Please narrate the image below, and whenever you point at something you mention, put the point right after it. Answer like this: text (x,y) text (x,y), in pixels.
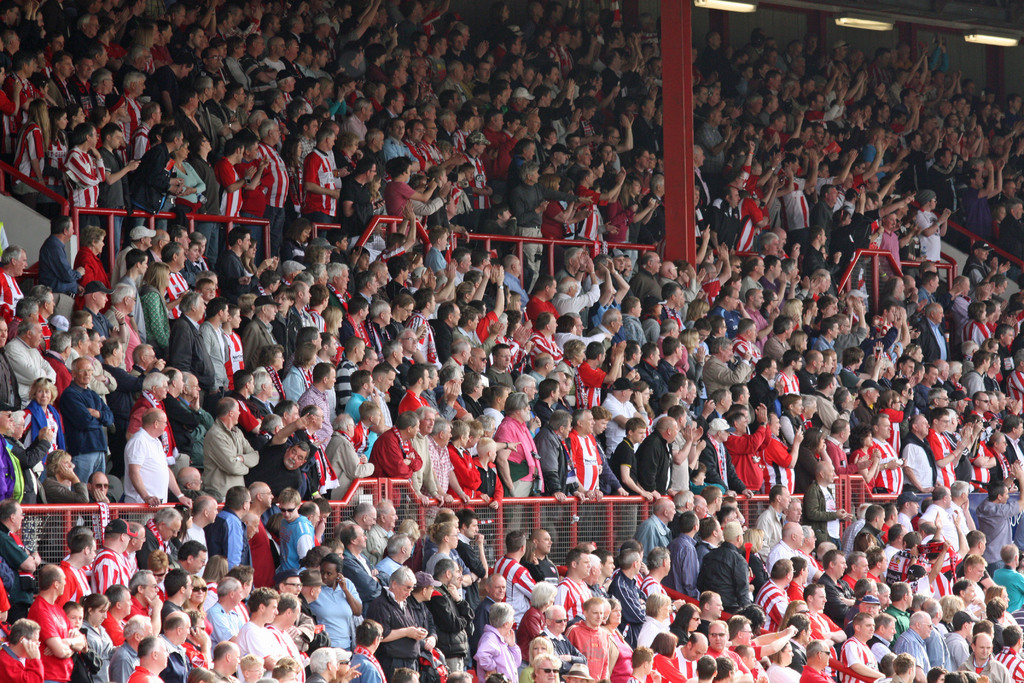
In this picture, there is a stadium (386,326) filled with the people (643,349). On the top right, there is a pillar (674,186). In between the people (513,573), there are fences (568,544).
